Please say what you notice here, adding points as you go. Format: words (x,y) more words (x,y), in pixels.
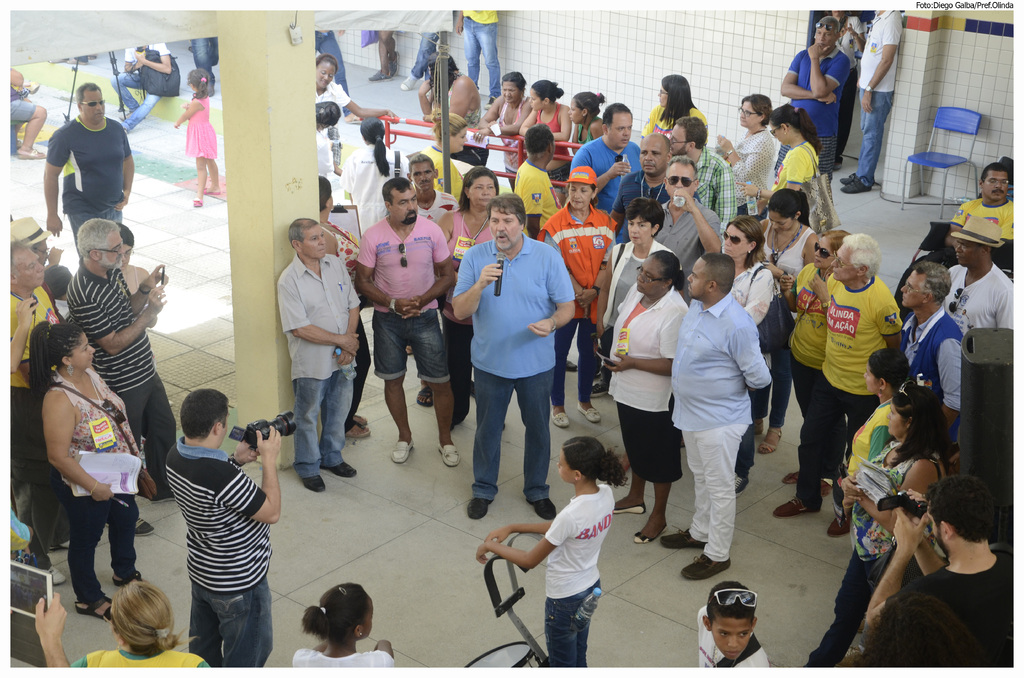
In this image I see number of people (527,557) in which this man (504,226) is holding a mic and this man (210,398) is holding a camera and I can also see few of them are holding electronic devices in their hands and I see the wall (711,117), a chair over here and I see the floor (199,324).
